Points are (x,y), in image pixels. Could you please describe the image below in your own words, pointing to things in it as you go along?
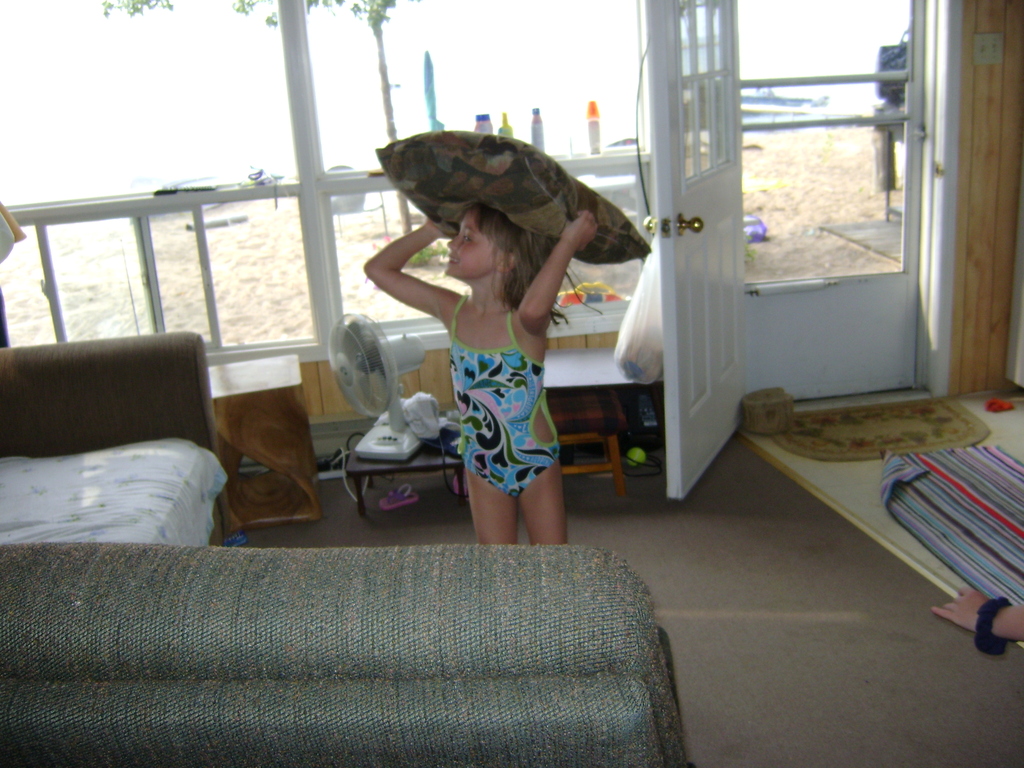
In this image there is a sofa (472,695) in green color and on the floor (816,698) there is a carpet (813,711) of grey and there a door (696,214) of white color and a girl (510,363) holding a pillow (564,213) and she is wearing a blue color swimsuit (502,357) and in the background (200,226) there is a window (282,102) of white color.
